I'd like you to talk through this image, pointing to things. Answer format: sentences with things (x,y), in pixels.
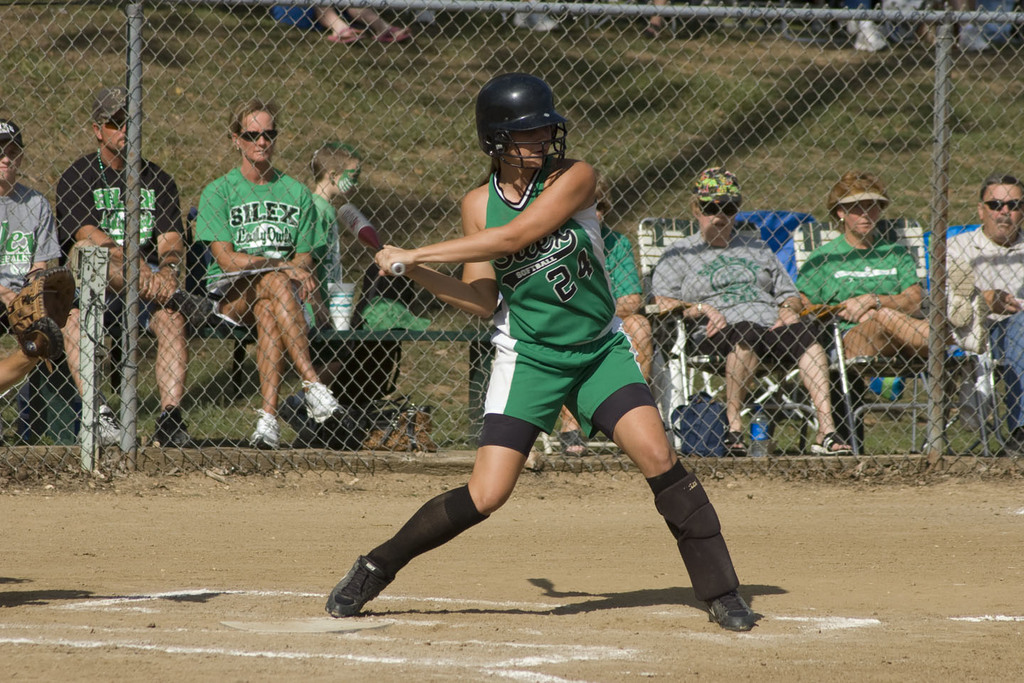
In the picture I can see a baseball player (711,568) standing on the ground (414,603). She is wearing a helmet (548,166) on her head (535,155) and she is holding the baseball stick (381,253) in her hands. In the background (901,252), I can see the spectators (863,195) sitting on the chairs (901,244). I can see the metal grill fence (934,221) and green grass (53,72).
